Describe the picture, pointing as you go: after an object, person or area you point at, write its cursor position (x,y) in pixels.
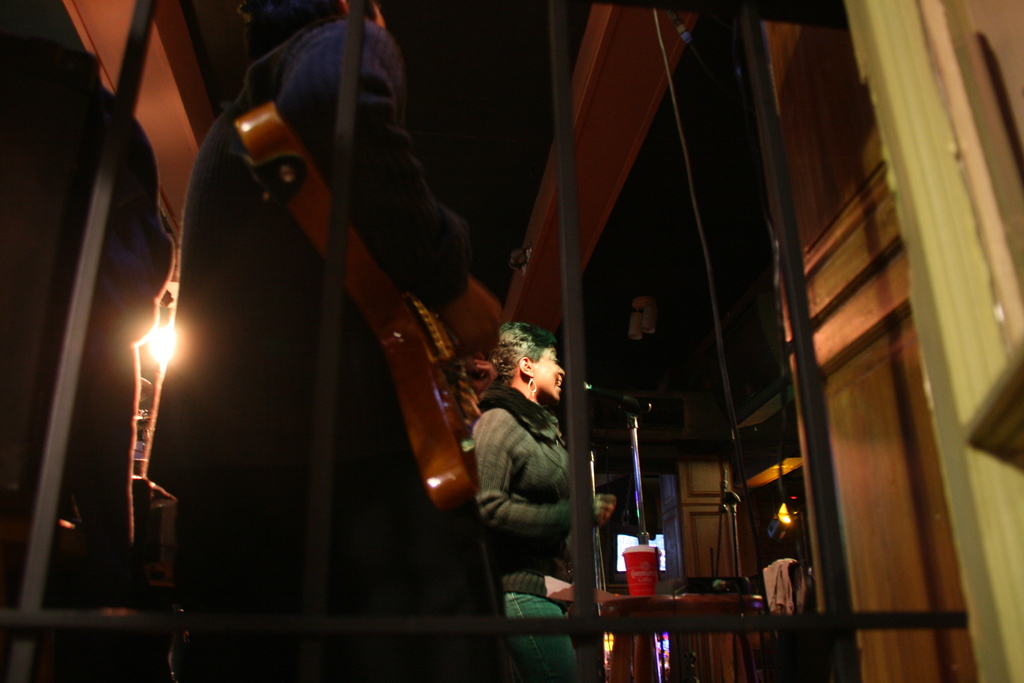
As we can see in the image there is a woman (517,332) standing, wall (698,447), door (891,452), shelves (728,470) and light (173,353). The image is little dark.
